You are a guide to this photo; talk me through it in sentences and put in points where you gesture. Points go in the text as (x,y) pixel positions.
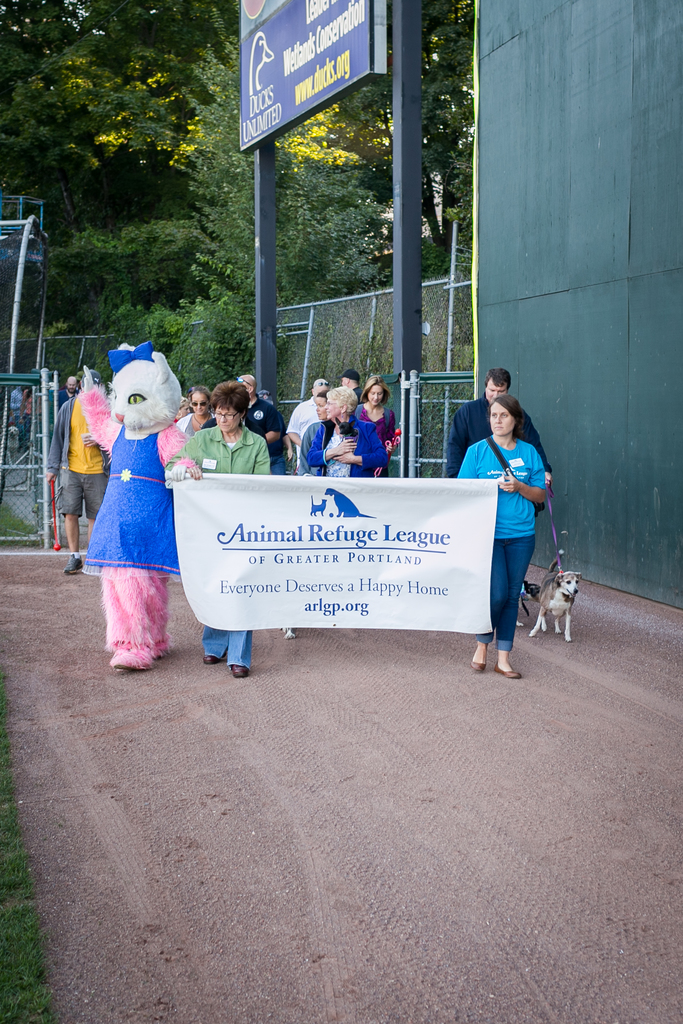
In this image we can see some trees (248,273) in the background (248,273), few fences (77,345), some grass (36,989) on the ground (36,875), one big board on the right side of the image (486,330), some objects (24,222) on the left side of the image (14,322), one object (528,592) on the ground (533,627), one dog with belt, some people (167,409) are walking, one woman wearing a bag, some people (237,459) holding objects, one person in costumes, one woman (358,444) holding a dog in the middle of the image (344,400), one person (483,418) holding a dog's belt (562,566) on the right side of the image (505,450), three people (205,471) holding a banner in the middle of the image (394,547), one banner (485,483) with text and images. One board (358,70) with text (331,67) and images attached to the poles (406,128) on the ground (390,740).
